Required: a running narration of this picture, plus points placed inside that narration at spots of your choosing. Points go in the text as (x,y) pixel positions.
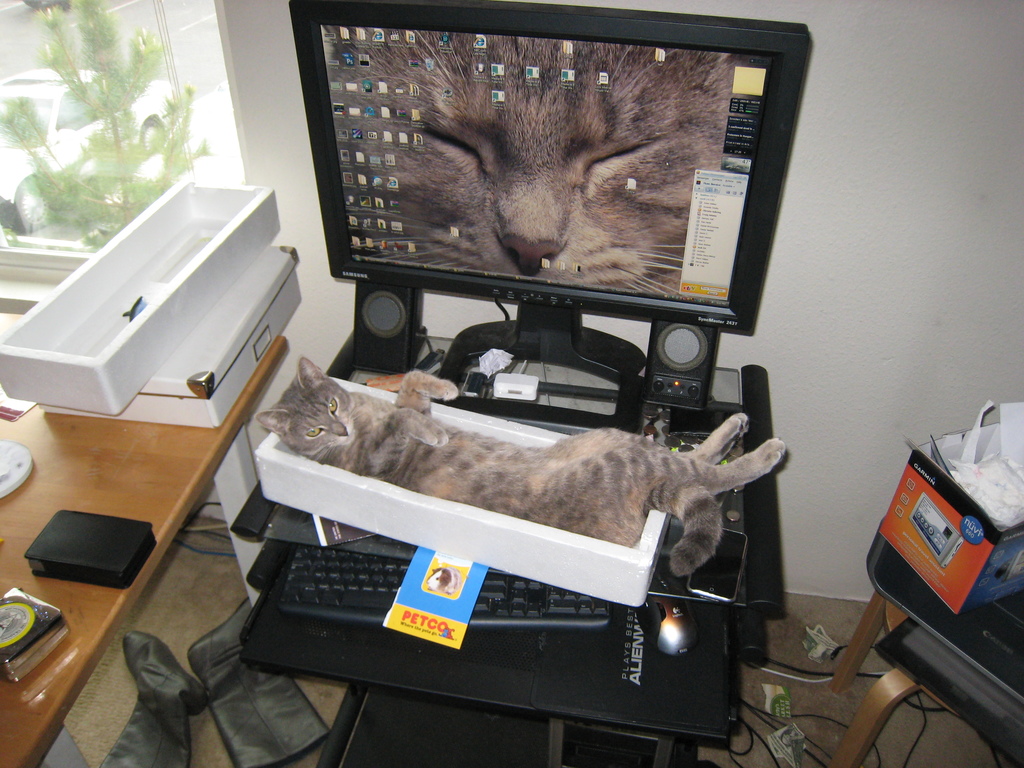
This picture is clicked inside the room (293,341). In the center of the monitor (658,125), keyboard (400,585), and cat (334,460) is laying on the table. At the left side (136,328) there is a box (139,343) on table (116,484). In the background (109,183) out of the window (43,254) there is a plant (96,119). At the right side (952,494) on the chair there is one box (968,562).
